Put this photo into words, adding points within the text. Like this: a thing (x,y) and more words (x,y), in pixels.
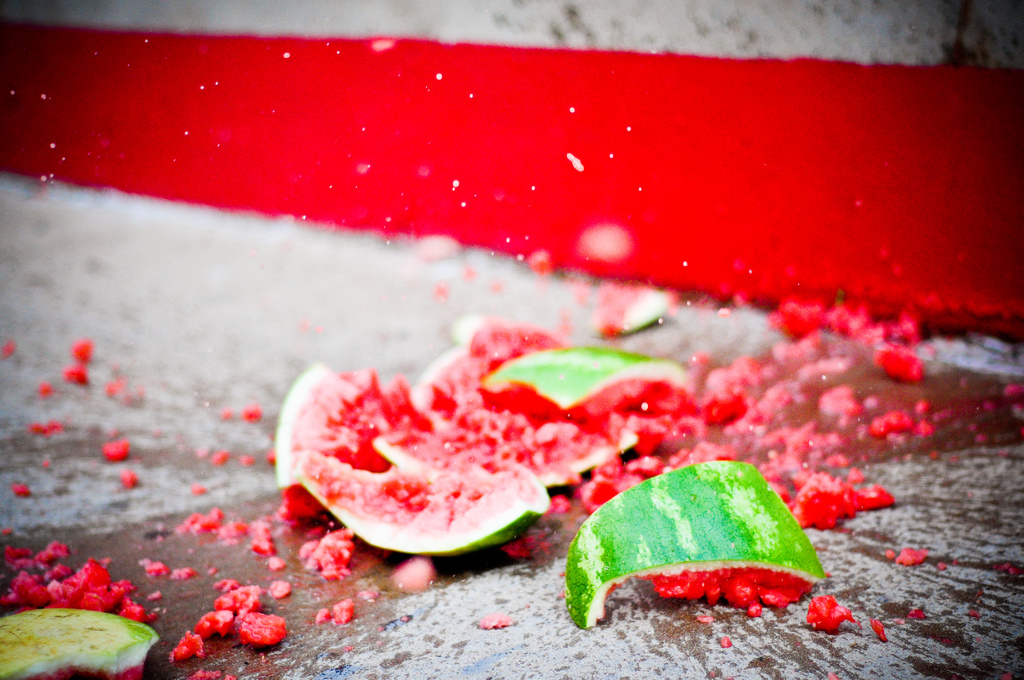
In this image we can see a smashed watermelon (471,386) on the surface (390,325).
